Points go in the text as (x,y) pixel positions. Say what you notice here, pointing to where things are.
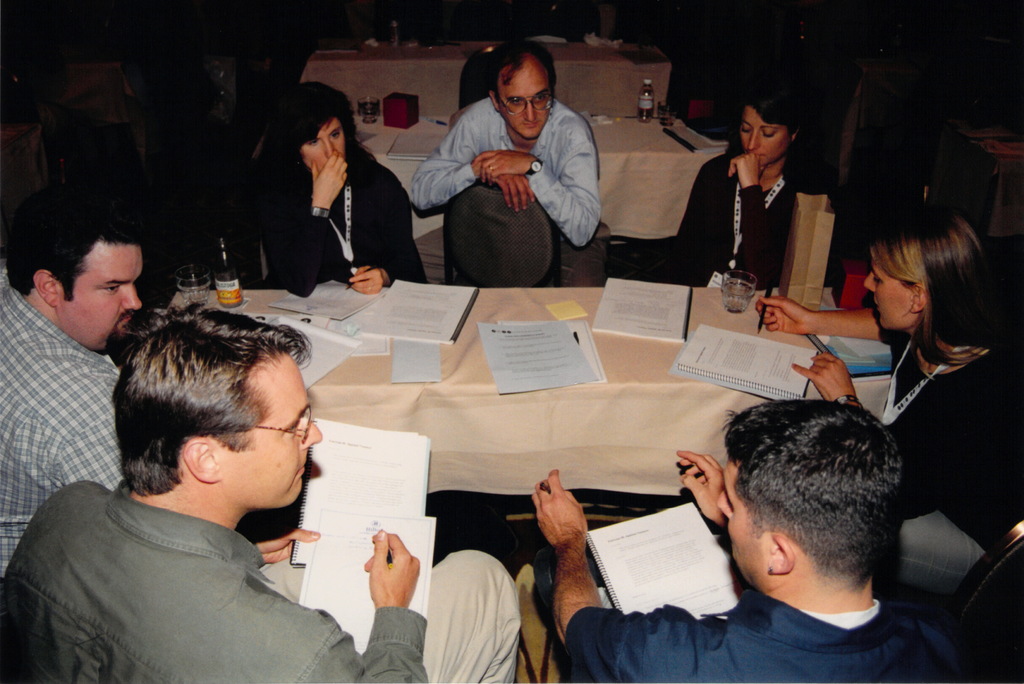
There is a group of people (685,655) sitting on a chair (972,610) and they are discussing about something. This is a table (497,397) where books (435,332) and a glass (721,285) are kept on it. In the background (624,125) we can see tables (433,54).
